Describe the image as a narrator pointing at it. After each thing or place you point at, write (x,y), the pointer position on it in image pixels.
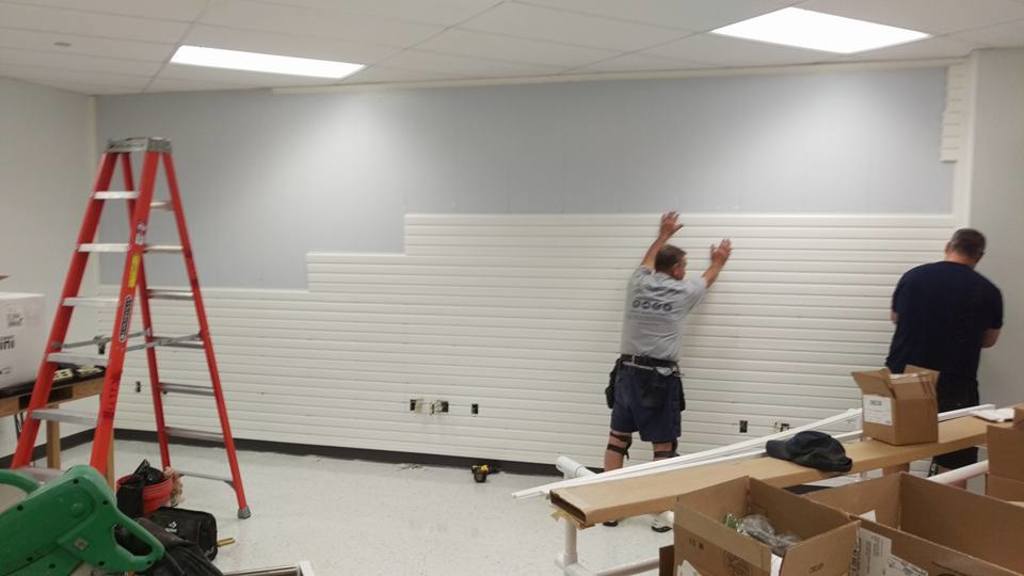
On the left side (140,286) there is a ladder (129,299). Near to that there are some machine (78,514). In the back (399,124) there is a wall (543,160). Near to that two persons (656,275) are standing. On the right side (867,486) there are cardboard boxes (815,496). Also there are some pipes (622,478). On the ceiling (489,30) there are lights (793,12).
